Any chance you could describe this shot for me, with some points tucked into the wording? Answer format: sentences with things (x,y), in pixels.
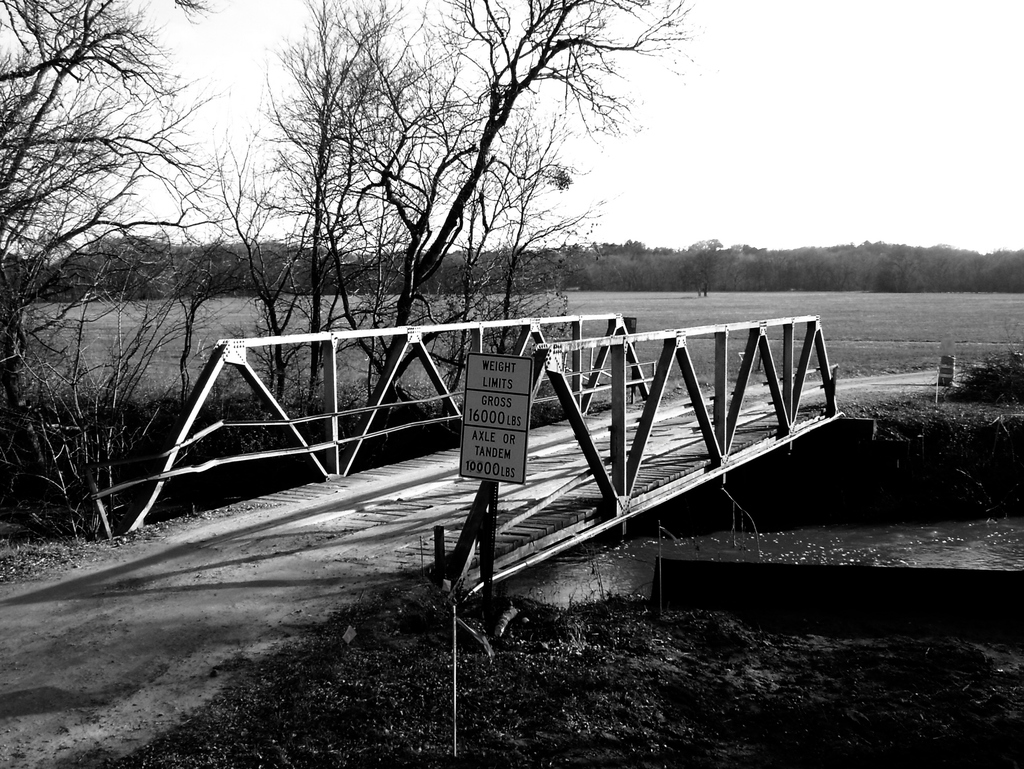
In this picture I can see there is a wooden bridge (430,534) and it has a precaution board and below the bridge (541,519) there is a pond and there are trees (427,302), grass (721,681) and the sky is clear.
